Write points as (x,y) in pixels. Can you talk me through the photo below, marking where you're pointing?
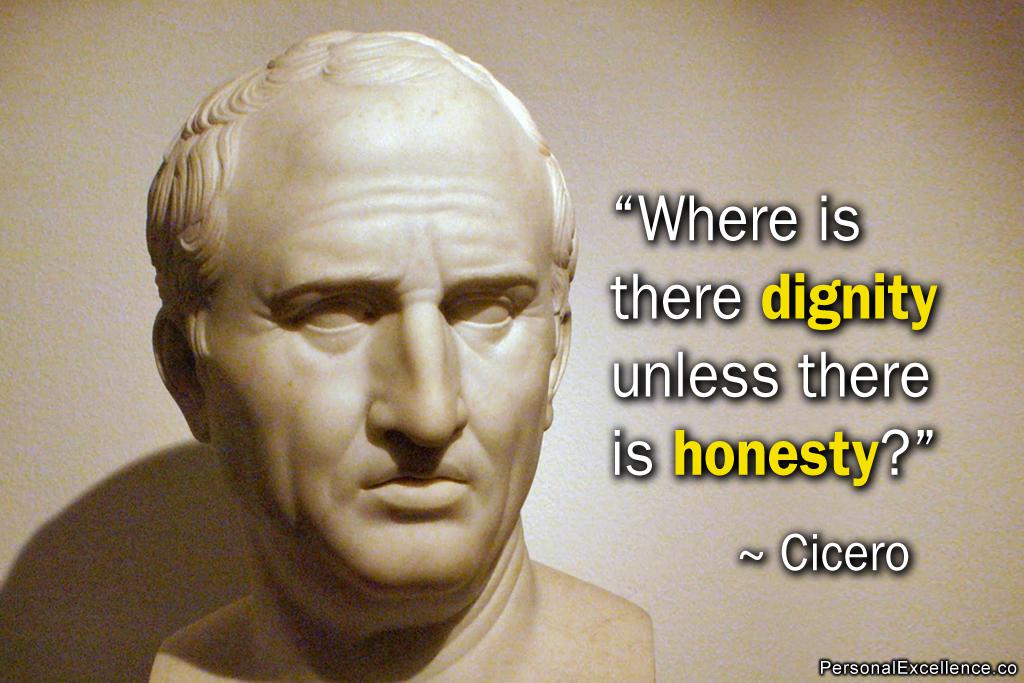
In this picture we can see a poster (425,452), on which we can see sculpture (374,498) and some text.
